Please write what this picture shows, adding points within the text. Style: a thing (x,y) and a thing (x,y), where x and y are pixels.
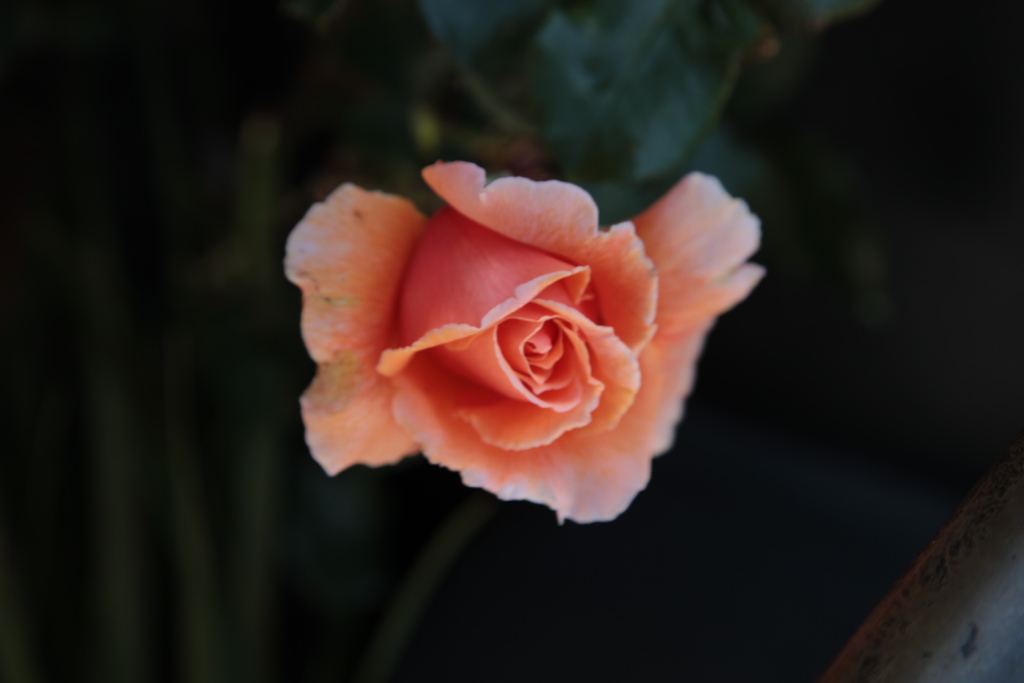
In this image we can see a rose flower (469,281).
